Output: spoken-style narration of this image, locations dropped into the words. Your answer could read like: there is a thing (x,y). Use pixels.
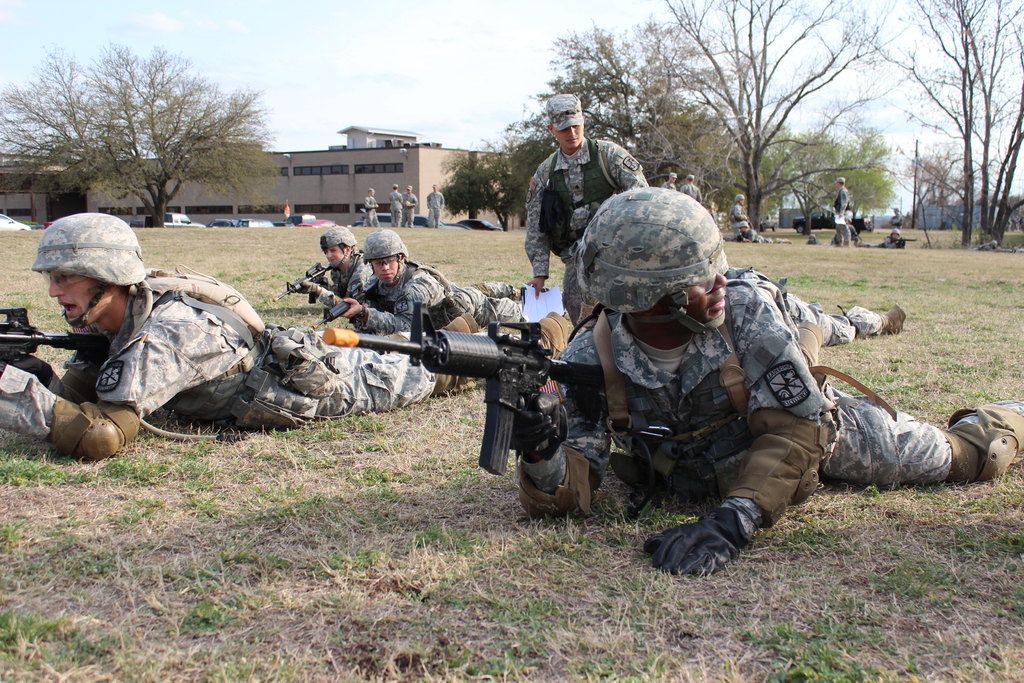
In this picture we can see some military men (780,357) lying on the ground (487,496) with guns (363,294). Behind we can see building (381,200) and trees (730,158). On the top (383,71) there is a sky (402,70) and clouds (427,79).
